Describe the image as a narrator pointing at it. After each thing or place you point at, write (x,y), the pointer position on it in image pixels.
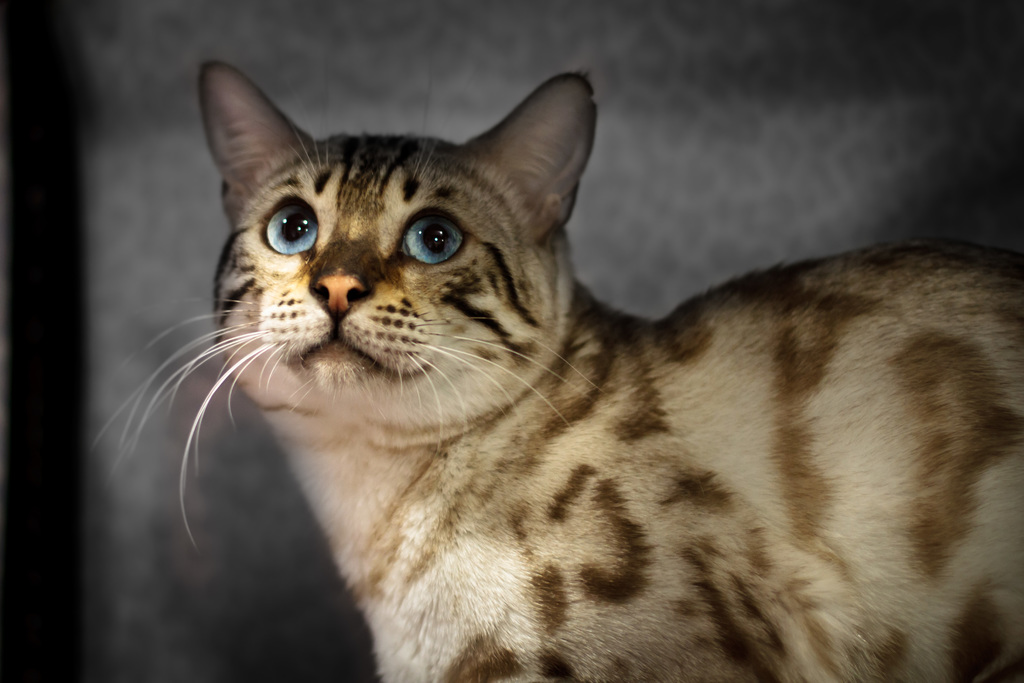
In this image in the foreground (596,664) I can see a cat (382,657) looking at something, and the background (416,69) is blurred.
